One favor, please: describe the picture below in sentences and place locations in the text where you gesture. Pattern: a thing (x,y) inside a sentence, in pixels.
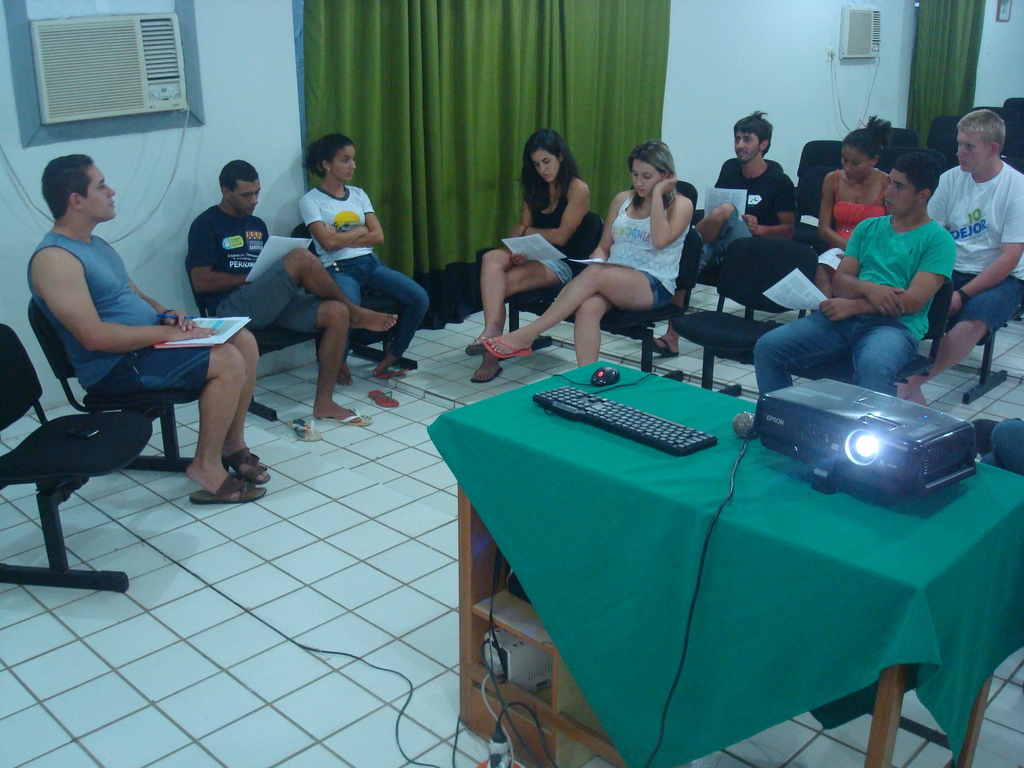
In this picture they are some people (541,213) sitting here and as a projector (826,471) on the table (682,460).
